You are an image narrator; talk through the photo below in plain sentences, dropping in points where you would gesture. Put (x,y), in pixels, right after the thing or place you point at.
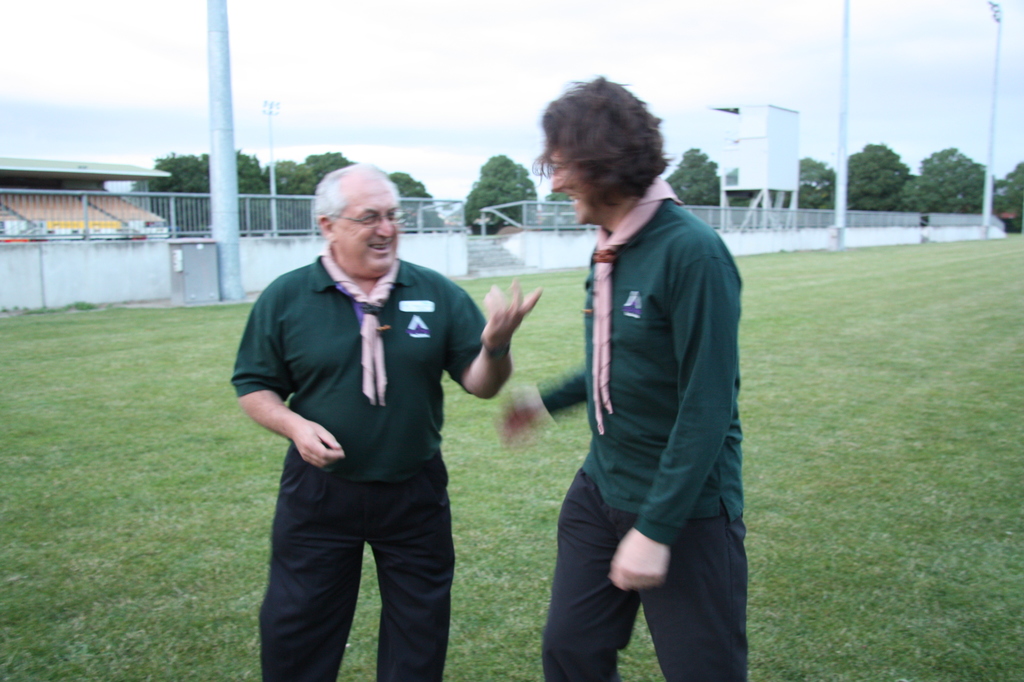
In this image we can see two men (596,344) are standing on the vast grassy land (540,443). They are wearing green t-shirt (616,401) with black pant (600,574). Background of the image (485,195) fencing (437,210), poles (229,188) and trees (196,187) are there. At the top of the image (458,38) sky (480,51) is covered with clouds (186,66).
